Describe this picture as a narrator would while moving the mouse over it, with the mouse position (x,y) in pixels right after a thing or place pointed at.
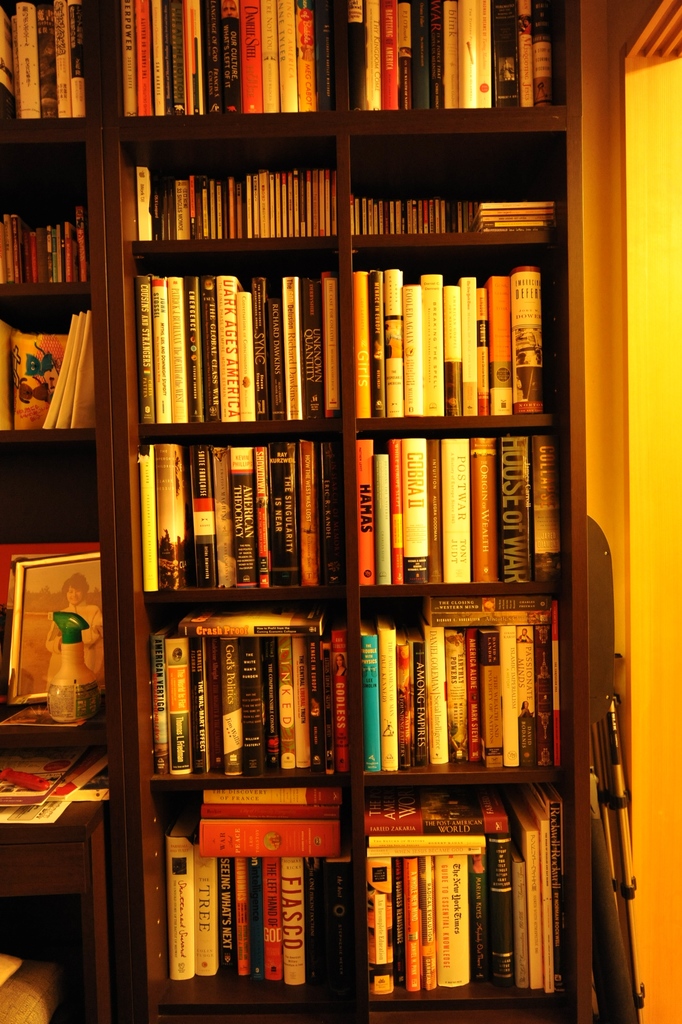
In this picture we can see lots of books (297,554), a photo frame (38,670) and a bottle (66,674) in the shelves (63,432). On the right side of the shelves (585,823) there is an object (628,818).
